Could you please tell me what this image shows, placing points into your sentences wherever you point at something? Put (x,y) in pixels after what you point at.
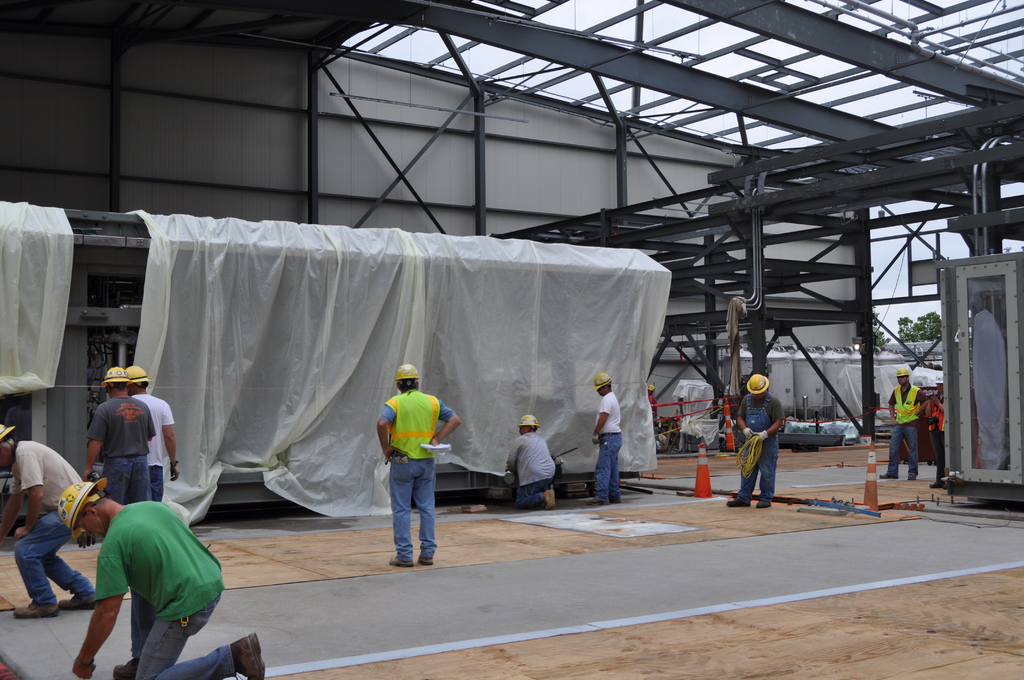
On the left side (139,390), there are persons (139,390) wearing helmets (133,378) on the ground (448,505). In the middle of this image (426,400), there is a person (434,412) in light green color jacket (427,420), wearing a helmet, holding a document (432,448) with one hand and standing. On the right side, there are persons (533,447) working. Beside them, there is a white color sheet (232,273) on an object (93,363). Beside this object (646,299), there are two persons (936,416). Beside these two persons (927,399), there is another object (951,439) and poles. In the background (927,314), there are a roof (548,9), a wall (167,84), tanks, trees (936,323) and sky (915,292).
